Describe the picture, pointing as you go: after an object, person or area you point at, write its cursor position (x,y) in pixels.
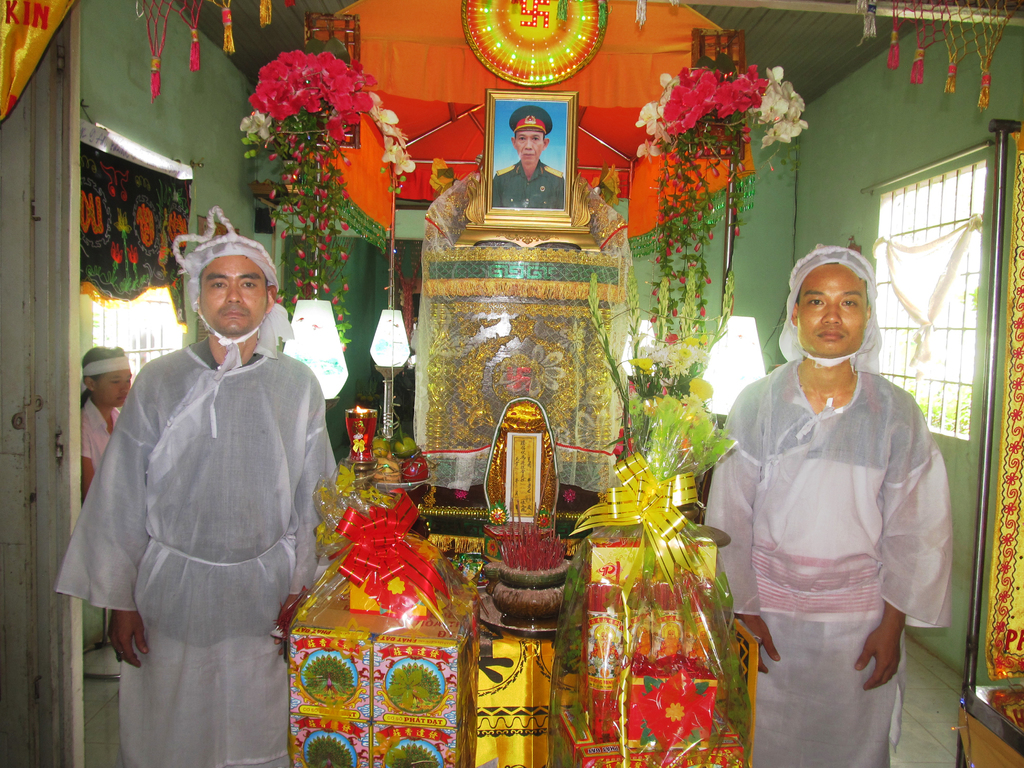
There are two persons (269,485) posing to a camera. Here we can see a frame (557,195), flowers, lamps (743,394), and gift boxes (386,728). This is floor (932,709) and there is a door (44,281). Here we can see windows (159,334) and a person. In the background (864,107) there is a wall (268,158).
